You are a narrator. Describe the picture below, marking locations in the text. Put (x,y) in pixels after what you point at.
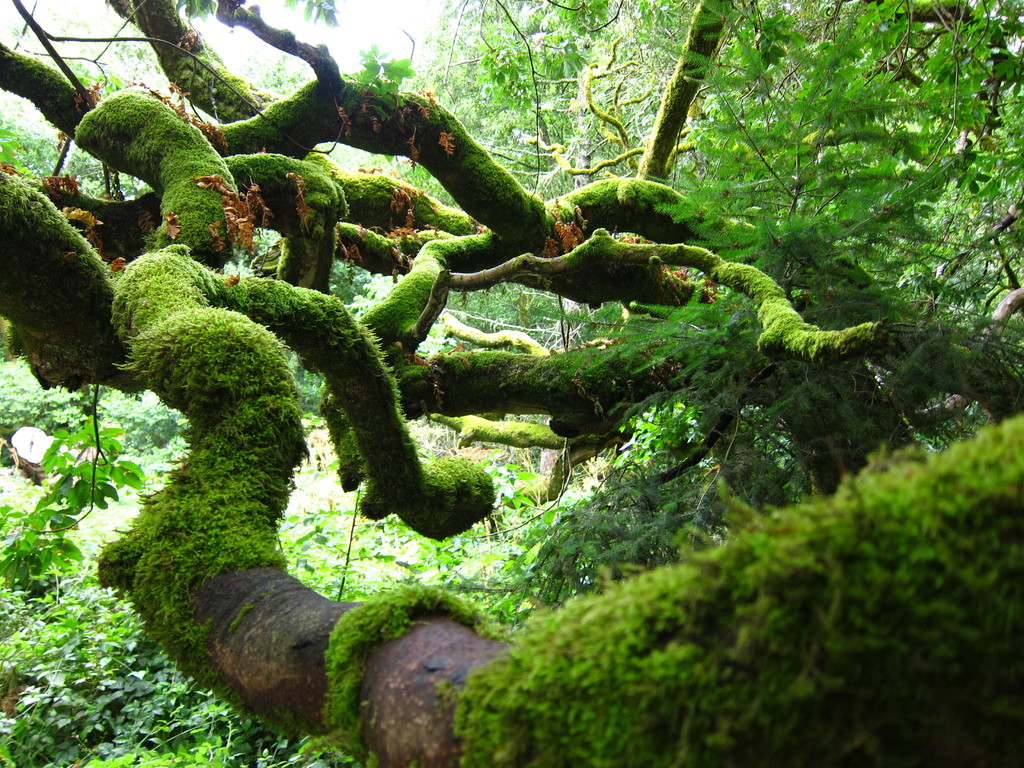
In the image we can see there are trees (80,42) and the trees (753,618) are covered with moss (436,532). There are plants (118,683) on the ground (118,683).
